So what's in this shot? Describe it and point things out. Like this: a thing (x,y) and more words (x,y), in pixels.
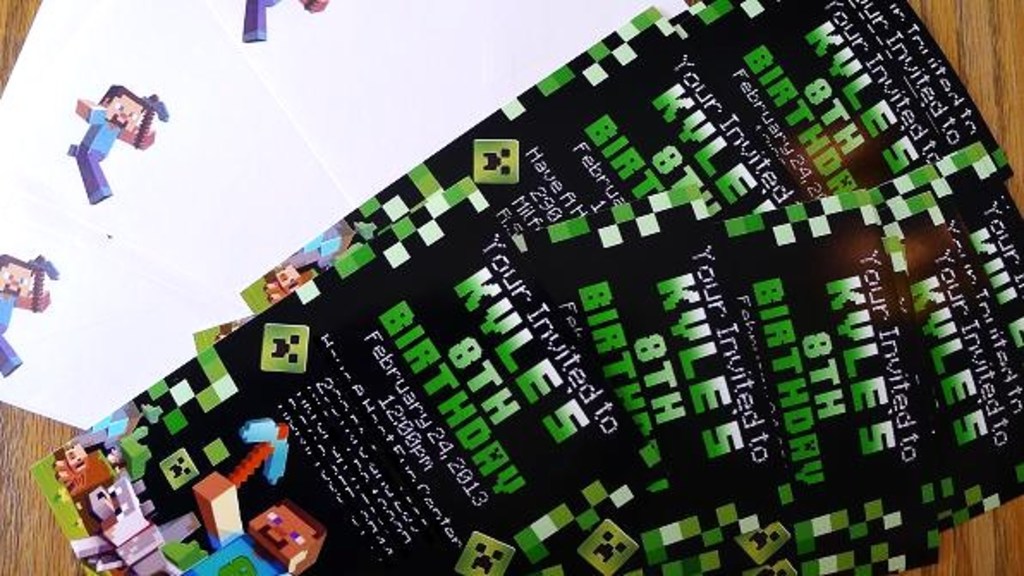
This picture shows few invitation cards (641,219) and a paper (332,211) on the table (58,539) and we see text (455,387) on the cards (518,448) and a cartoon picture (212,540).
